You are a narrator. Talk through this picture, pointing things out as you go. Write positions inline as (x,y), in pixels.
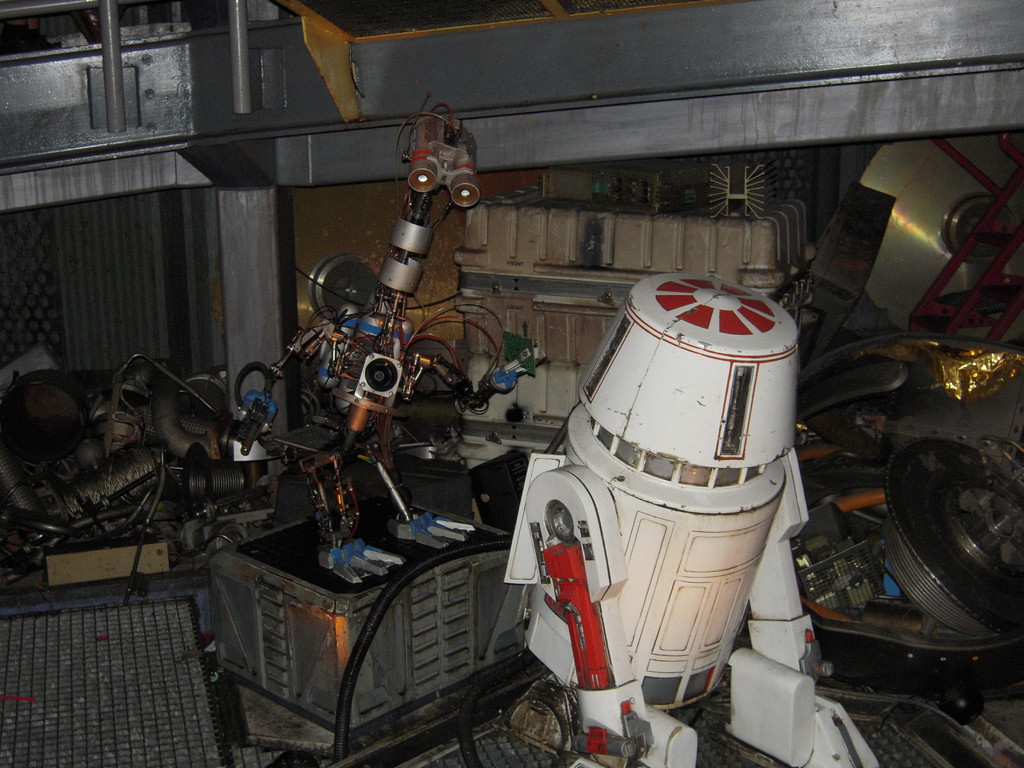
In this image we can see a few plastic and metal objects (384,336).
